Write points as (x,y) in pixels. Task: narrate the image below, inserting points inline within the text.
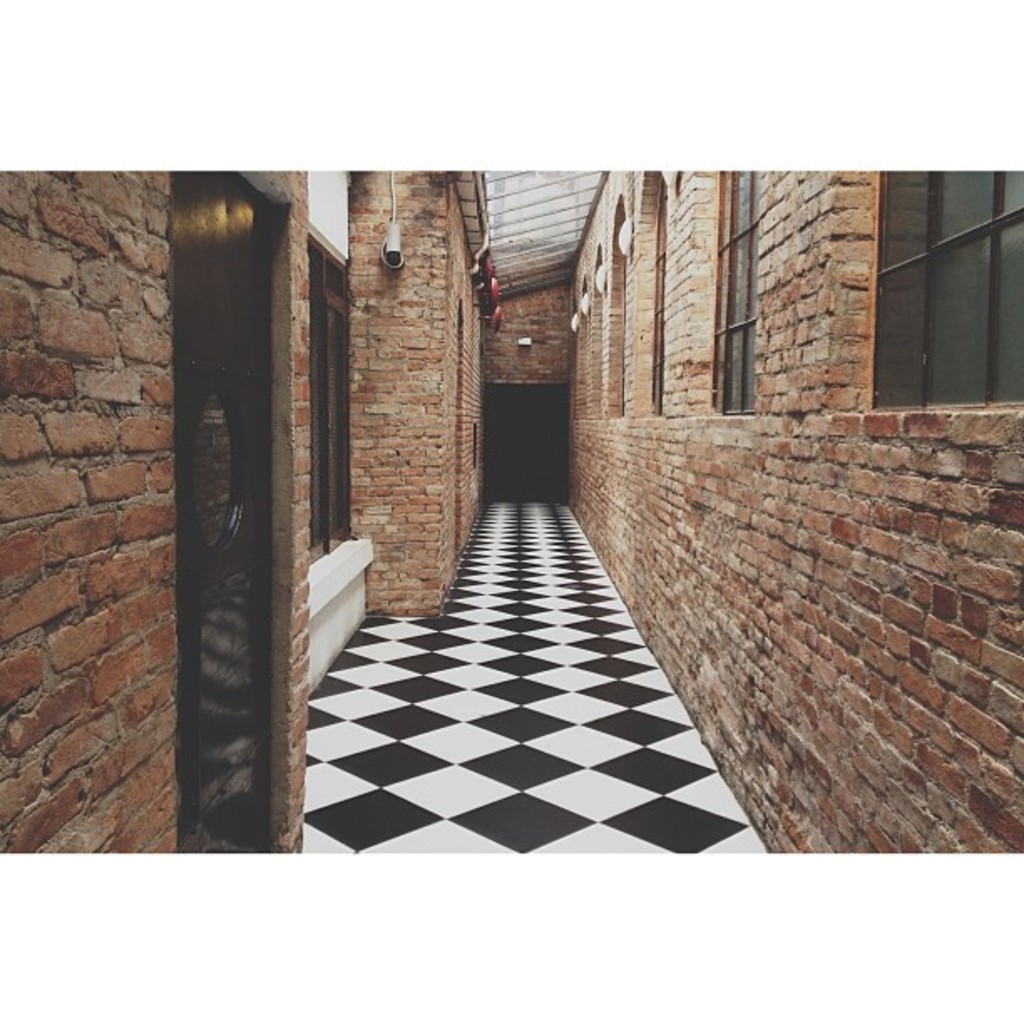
In this image I can see building walls (83,530) of bricks (68,586), door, windows (347,526) and a rooftop (541,217). This image is taken may be in a building (752,596).
